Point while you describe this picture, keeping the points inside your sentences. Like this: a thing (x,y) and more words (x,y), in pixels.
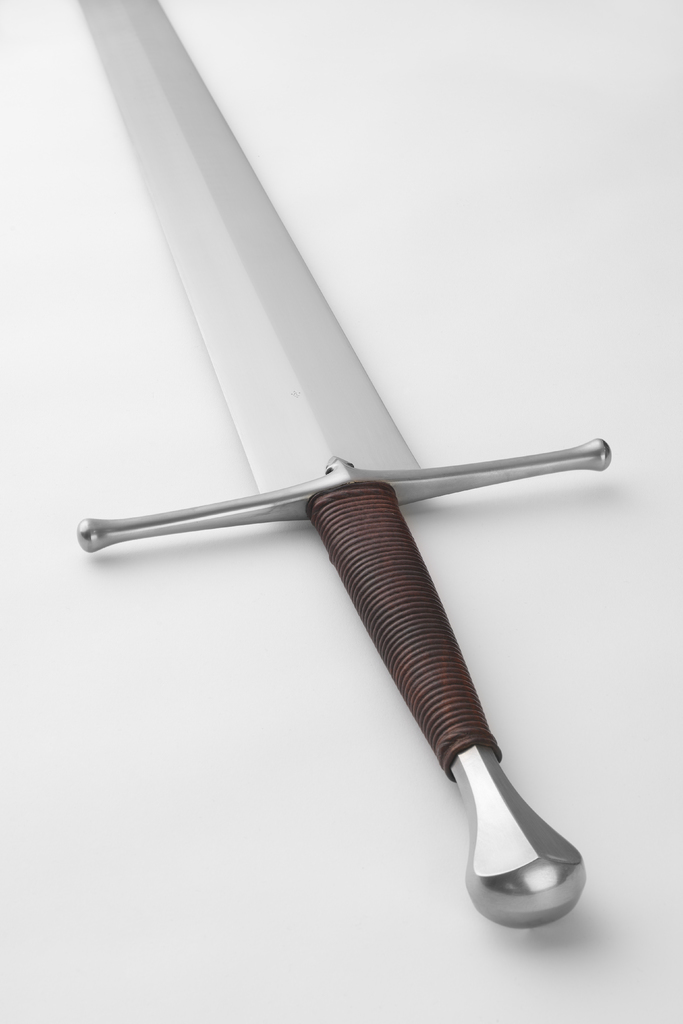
In this image we can see a sword (500,783) and the background (503,244) is white.
